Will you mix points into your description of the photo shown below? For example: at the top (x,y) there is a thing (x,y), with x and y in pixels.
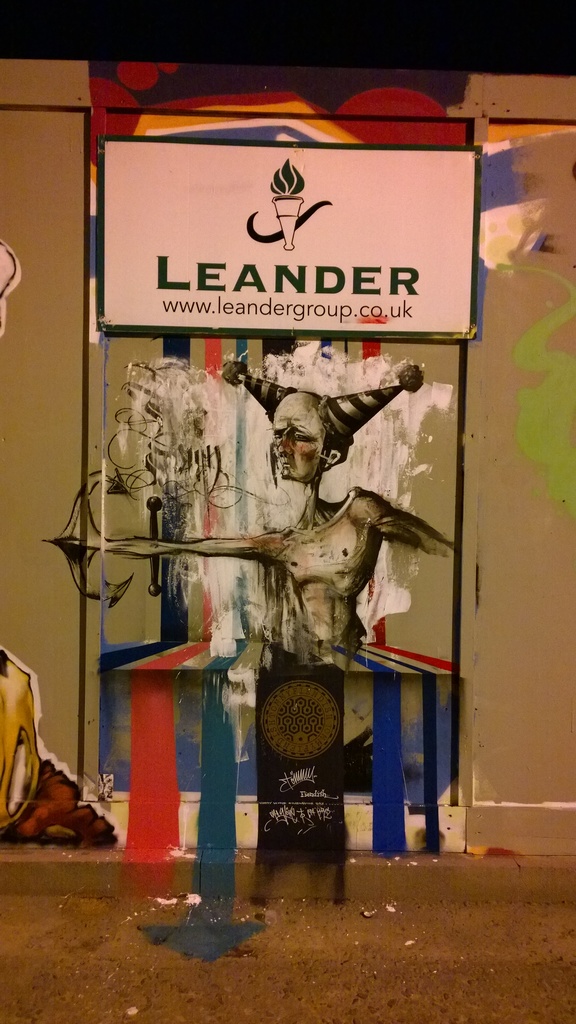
This is the name board (258,317), which is attached to the wall (505,272). I think this is the wall painting (282,594) with different colors.
